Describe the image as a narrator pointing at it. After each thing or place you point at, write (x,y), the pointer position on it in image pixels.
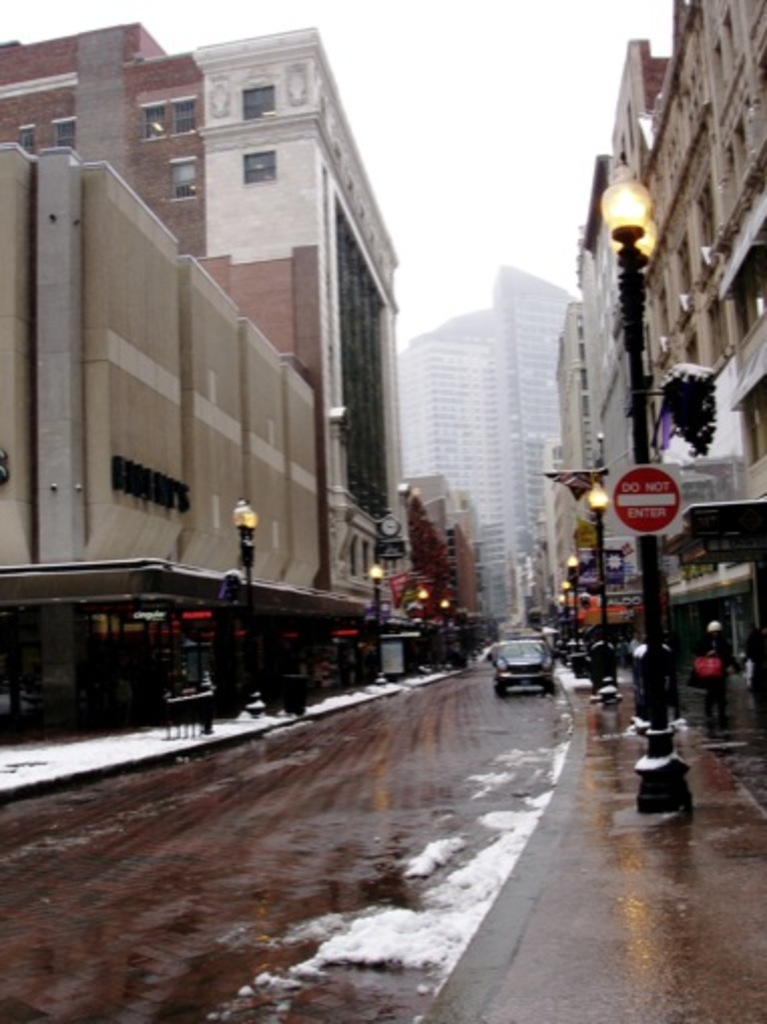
This is an outside view. Here I can see the road (338,878), in some places I can see the snow (419,923). In the background (498,669) there is a car (504,658). On both sides of the road (69,904) I can see the poles (650,803) and buildings (519,399). On the top of the image (476,115) I can see the sky (501,93).
